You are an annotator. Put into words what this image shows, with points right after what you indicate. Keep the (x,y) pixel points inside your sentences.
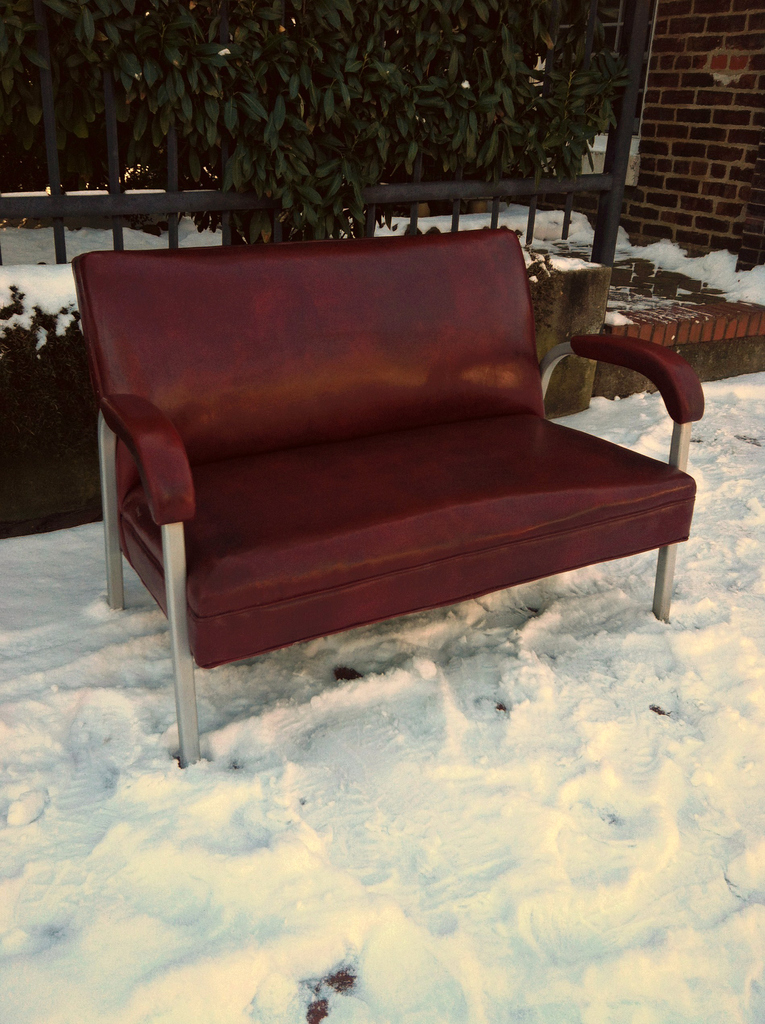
In this picture we can see a couch (238,559) on the snow (296,832). Behind the couch (292,461), there is a tree (244,183) and iron grille (235,201). In the top right corner of the image (695,135), there is a wall (727,182).
